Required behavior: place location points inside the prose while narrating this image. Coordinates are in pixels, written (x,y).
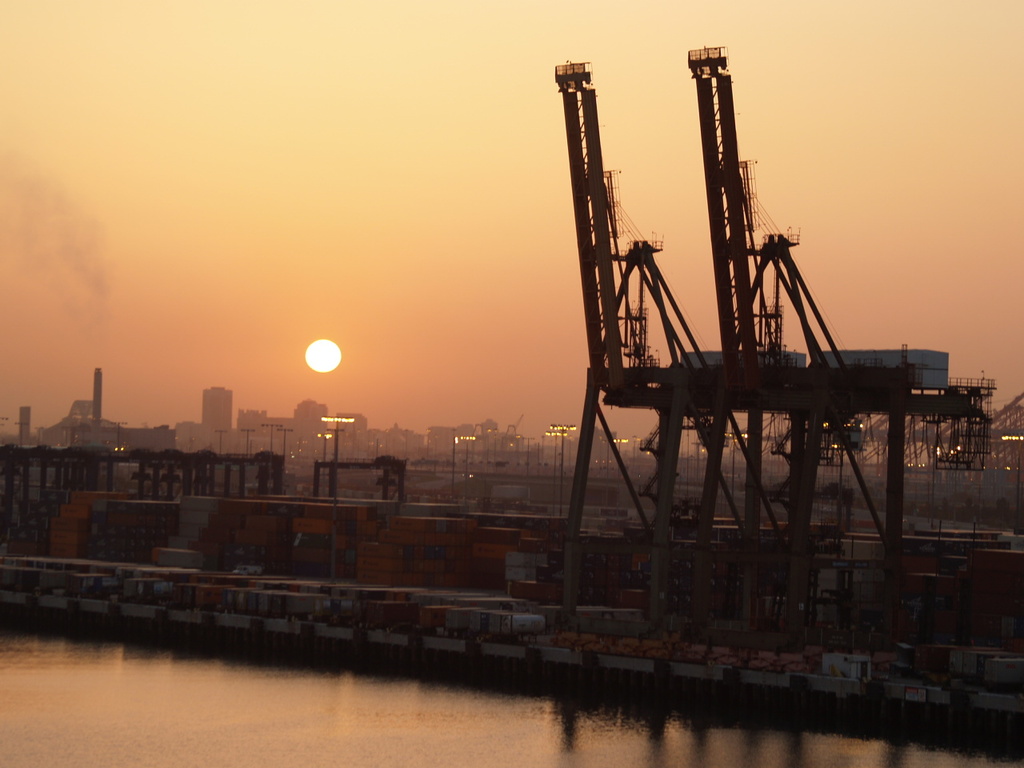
In this picture we can see a port (690,499) and in the port (526,503) there are containers (352,529) and behind the containers (353,504) there are poles (335,430) with lights (336,417). Behind the poles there are buildings (218,424) and the sun (327,349) in the sky (388,332). In front of the containers (426,577) there is the water (169,678).
